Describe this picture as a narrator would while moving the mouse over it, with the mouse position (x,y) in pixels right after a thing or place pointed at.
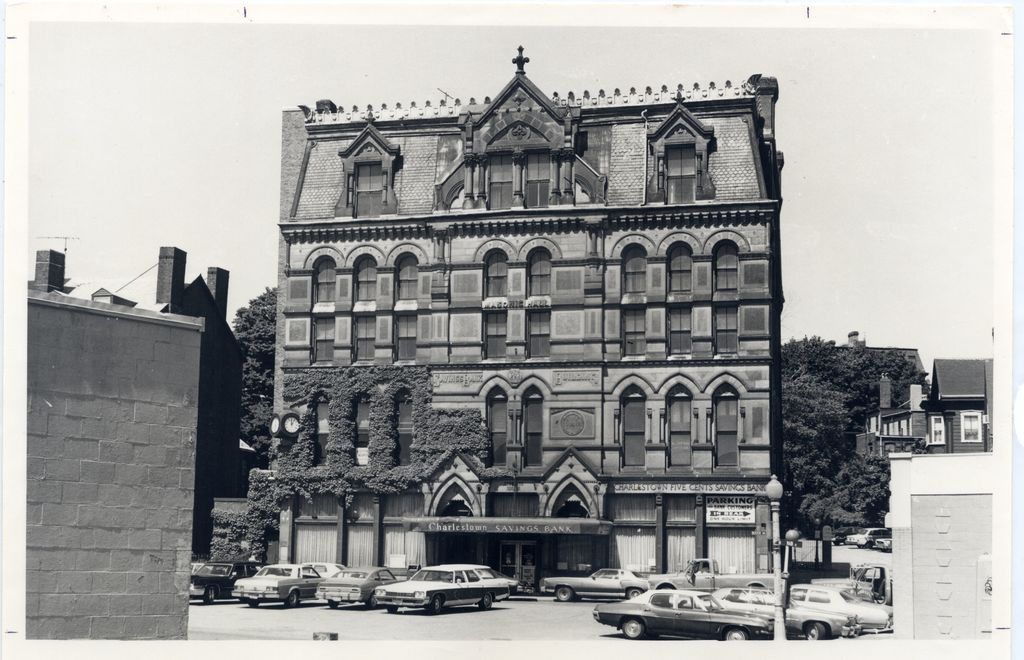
In this image I can see the building (437,332). In-front of the building (389,340) there are many cars (497,586) and I can see the pole (775,590). In the background (844,399) I can see many trees (856,399) and the sky (247,98).
